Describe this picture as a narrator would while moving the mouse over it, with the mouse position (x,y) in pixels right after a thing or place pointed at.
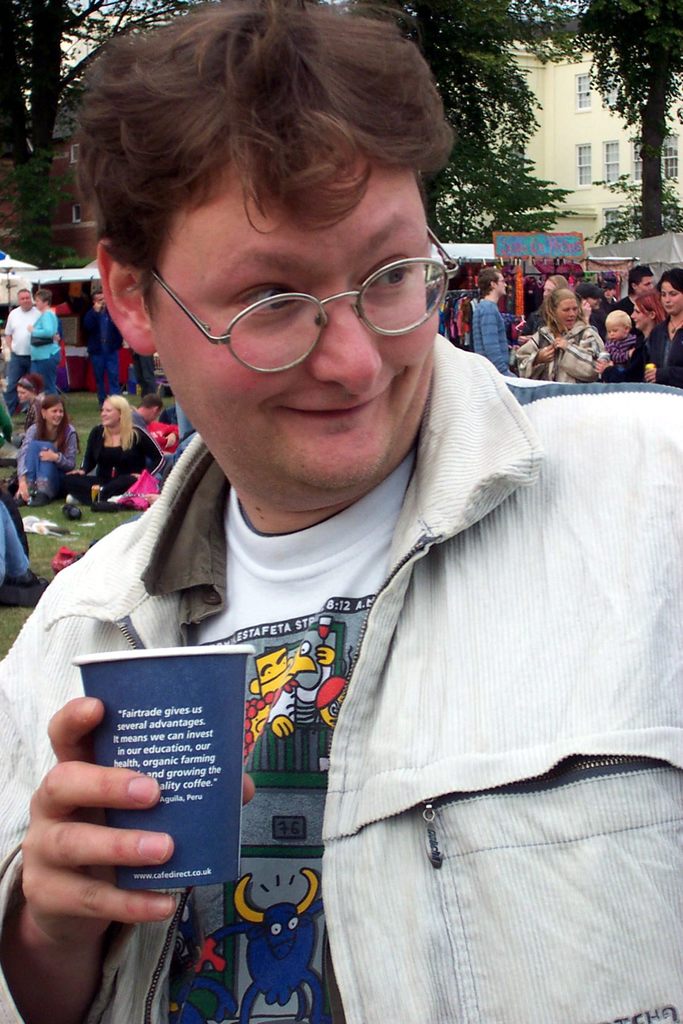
In this image I can see a person (510,639) wearing white t shirt (298,612) and white colored jacket (554,619) is holding a blue colored cup (190,695) in his hand (131,781). In the background (49,454) I can see few persons (72,466) sitting on ground (81,438), few persons (644,320) standing, few tents (489,254), a board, few trees (493,198) and few buildings (538,110).
